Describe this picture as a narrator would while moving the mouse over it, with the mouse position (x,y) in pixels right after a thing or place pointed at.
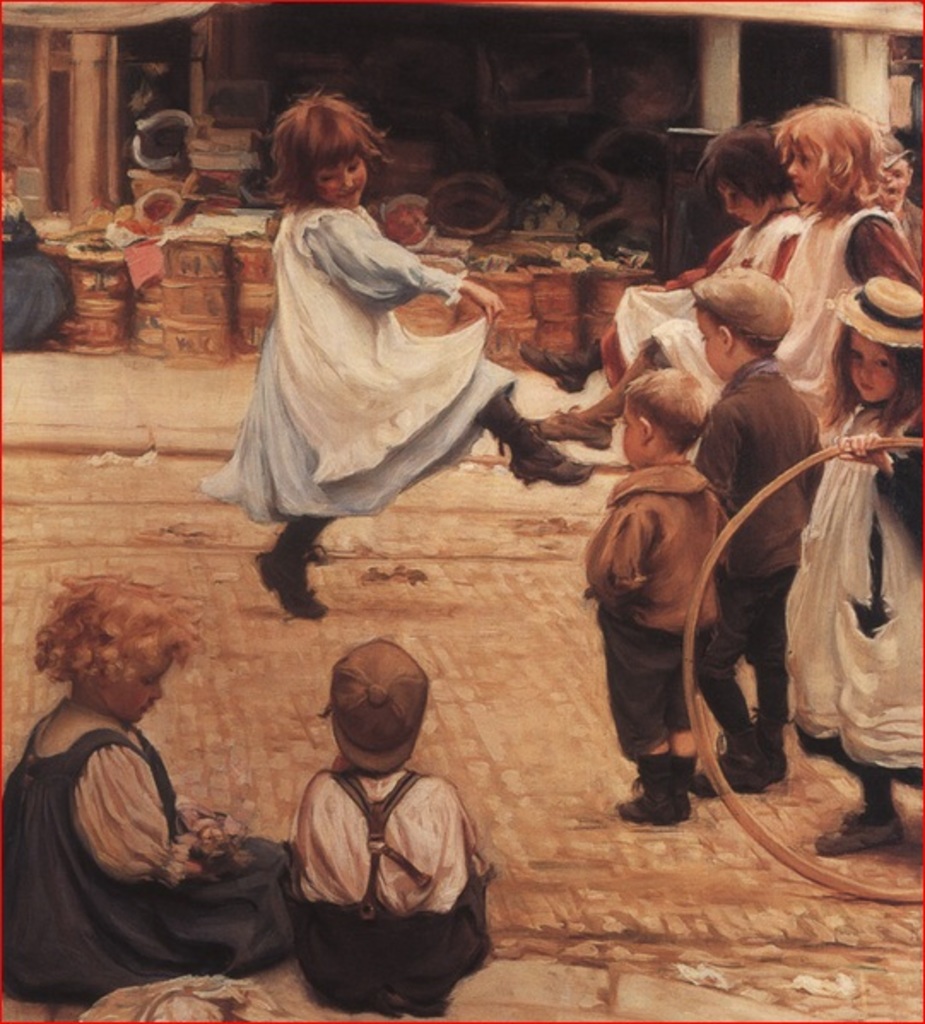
In this image we can see the painting (477,843) in which we can see a group of children (434,859) on the ground (590,893). In that a child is holding a ring (817,880). We can also see some objects (53,233) and drums (88,275).
